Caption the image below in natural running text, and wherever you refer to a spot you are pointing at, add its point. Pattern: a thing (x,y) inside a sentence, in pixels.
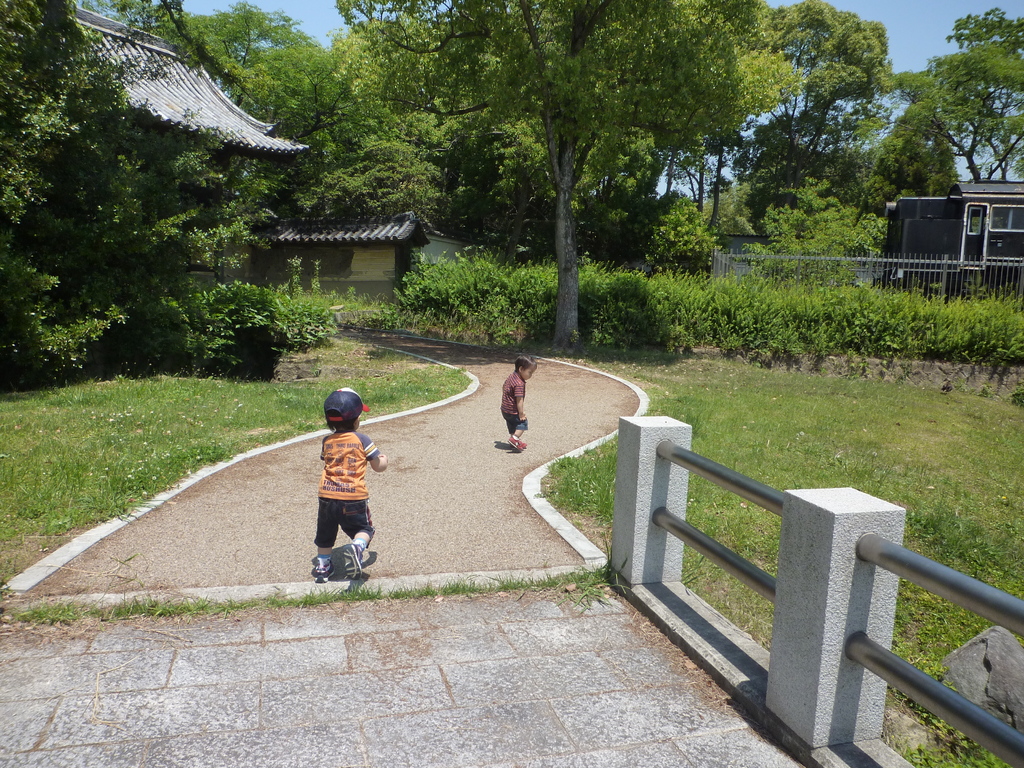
In this image I can see two kids (346,472), the grass (589,505) and fence (639,527). In the background (479,232) I can see plants (730,309), trees (443,181), houses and the sky (901,53).
